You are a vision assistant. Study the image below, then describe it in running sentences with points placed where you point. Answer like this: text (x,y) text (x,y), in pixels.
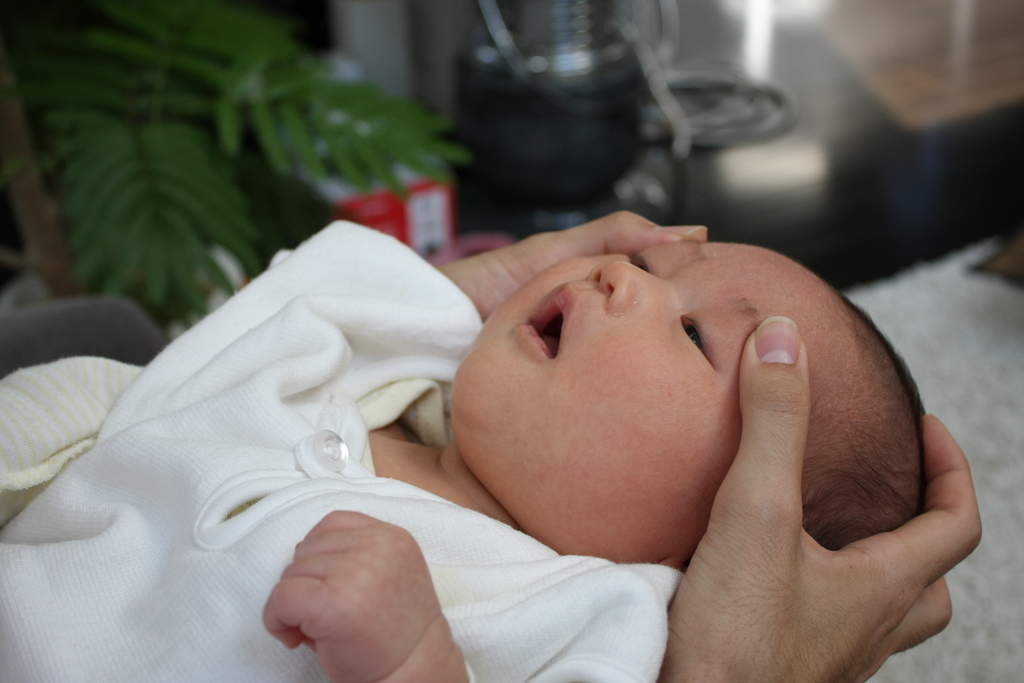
In this image I can see the person (805,626) is holding the baby (509,487) and the baby (439,603) is wearing white color dress (441,566). In the background (254,184) I can see few plants (205,172) in green color and some object (405,207) in white and red color.
